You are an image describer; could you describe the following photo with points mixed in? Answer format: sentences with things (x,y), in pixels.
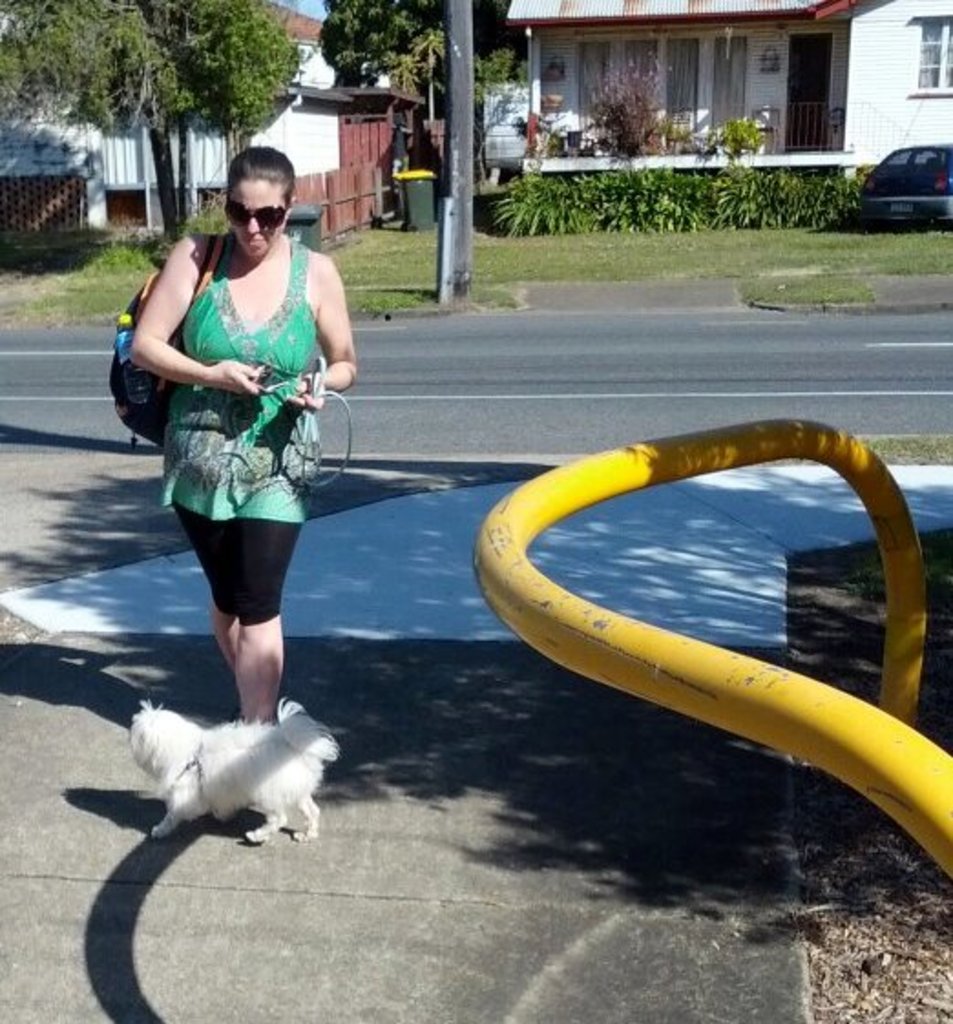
In this picture we can see a woman (273,194) wore goggles (243,218), carrying a bag (120,403) and in front of her we can see a dog (306,715) on the path (226,714) and at the back of her we can see the road (534,353), grass (535,254), vehicle (942,192), dustbin (410,223), plants (517,226), trees (370,48), buildings (801,84) and some objects (444,228).
